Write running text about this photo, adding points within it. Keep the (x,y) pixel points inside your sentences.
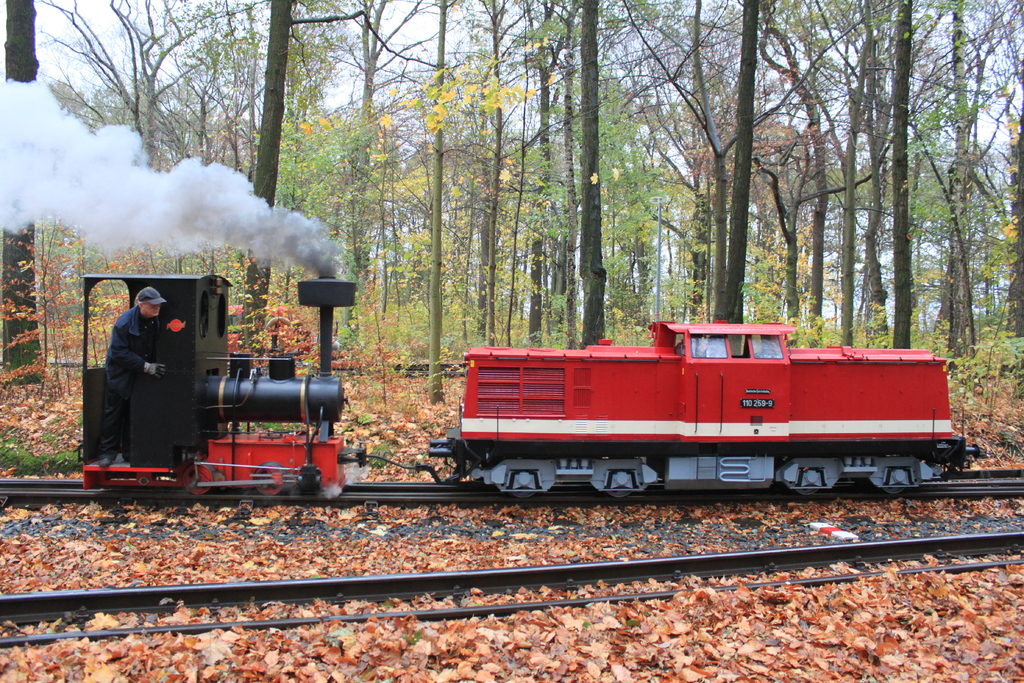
In the center of the image (624,447) we can see a person (135,379) in a train (572,387) on the railway track (961,475). In the background (974,358) there are trees (501,87) and sky (394,48). At the bottom (625,616) there are leaves (428,629).
